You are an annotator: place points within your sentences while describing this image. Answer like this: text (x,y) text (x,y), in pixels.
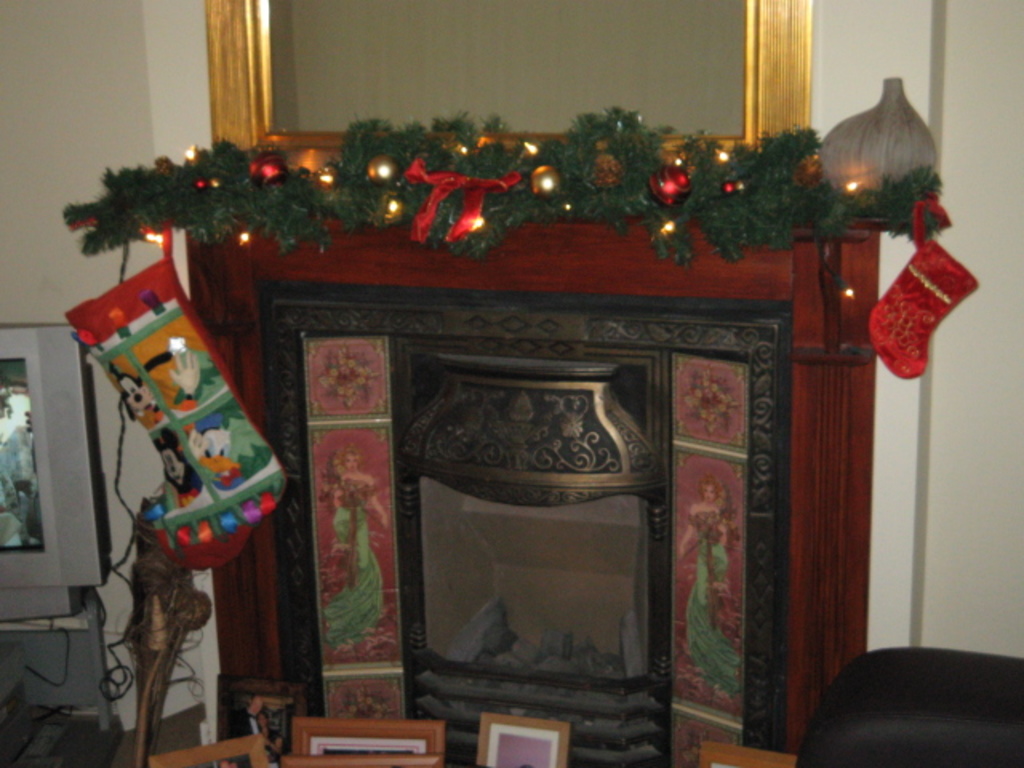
This image is taken indoors. In the background (113,79) there is a wall (958,248). On the left side of the image (45,501) there is a television (44,561) on the table (68,646). At the bottom of the image (309,762) there are a few picture frames (395,745). On the right side of the image (891,653) there is a couch (912,711). In the middle of the image (475,296) there is a fireplace (506,550). There are a few stockings (154,350) and there are a few decorative items (434,185).
